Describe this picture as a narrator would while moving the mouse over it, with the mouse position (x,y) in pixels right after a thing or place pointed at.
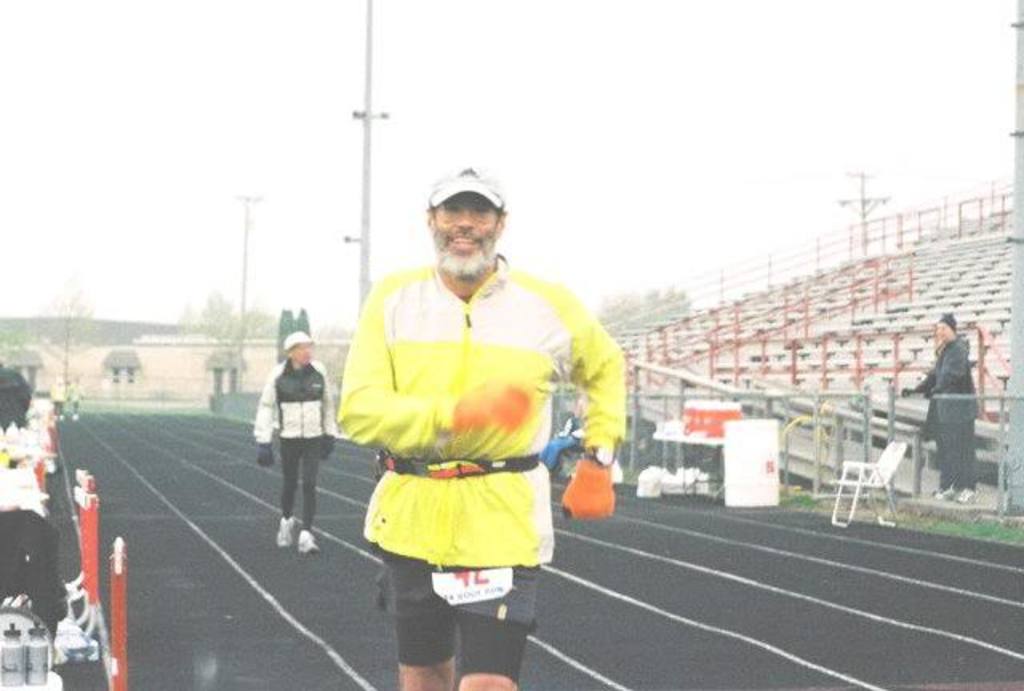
In front of the picture, we see the man (523,486) in the yellow jacket (438,351) is running on the road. Behind him, we see a woman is walking on the road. On the left side (75,641), we see poles (98,588), water bottles (0,657) and some other objects (25,578). On the right side (883,474), we see a chair (884,477) and a white barrel (769,452). Beside that, we see the railing (817,414) and the woman (971,360) is standing beside the railing (993,397). Behind her, we see the staircase (773,338) and it looks like a stadium (787,355). There are trees (662,315), poles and buildings (179,370) in the background (205,368). At the top (540,84), we see the sky (498,121).
